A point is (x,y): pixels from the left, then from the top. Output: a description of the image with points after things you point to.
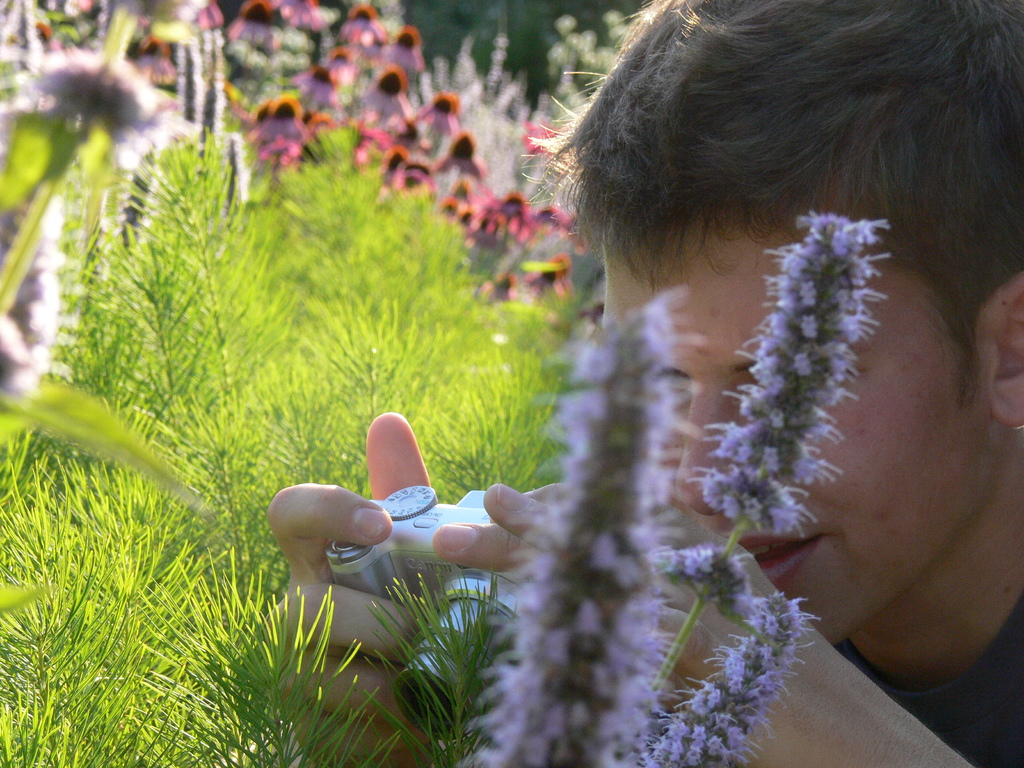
In this image I can see flowers (616,760), grass (27,681) in the front (673,756) and in the background of this image (368,166). I can also see a man (502,539) on the right side (919,107) and I can see he is holding a camera (423,572).
